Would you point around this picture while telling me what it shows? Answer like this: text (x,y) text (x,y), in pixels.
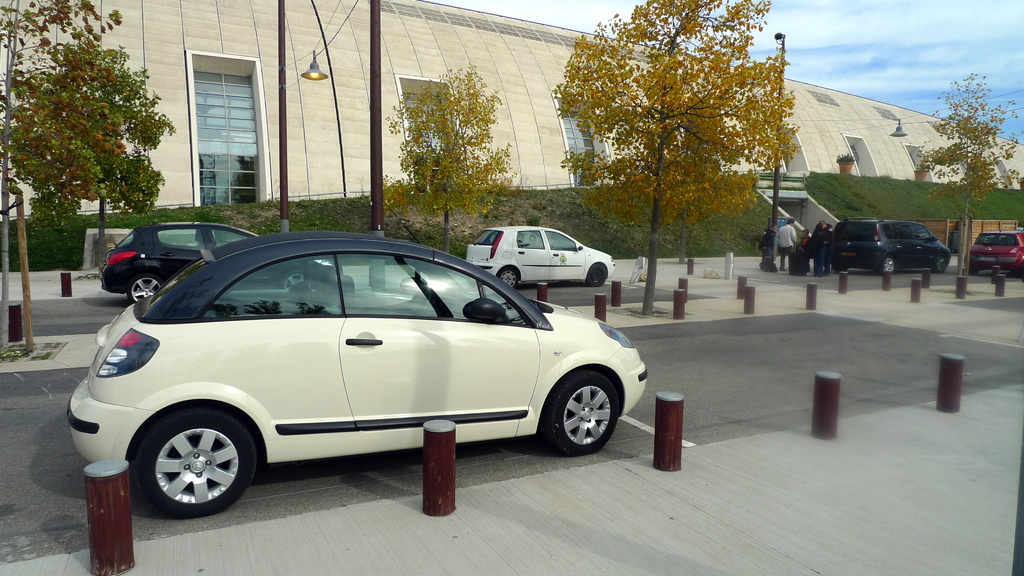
This is an outside view. Here I can see many cars (173,243) on the road (825,277). On the right side (799,244) there are few people (821,250) standing on the road (770,280). In the background (229,172) there are many trees (417,155), poles (372,136) and a building (190,56). At the top of the image (926,31) I can see the sky (893,35).
